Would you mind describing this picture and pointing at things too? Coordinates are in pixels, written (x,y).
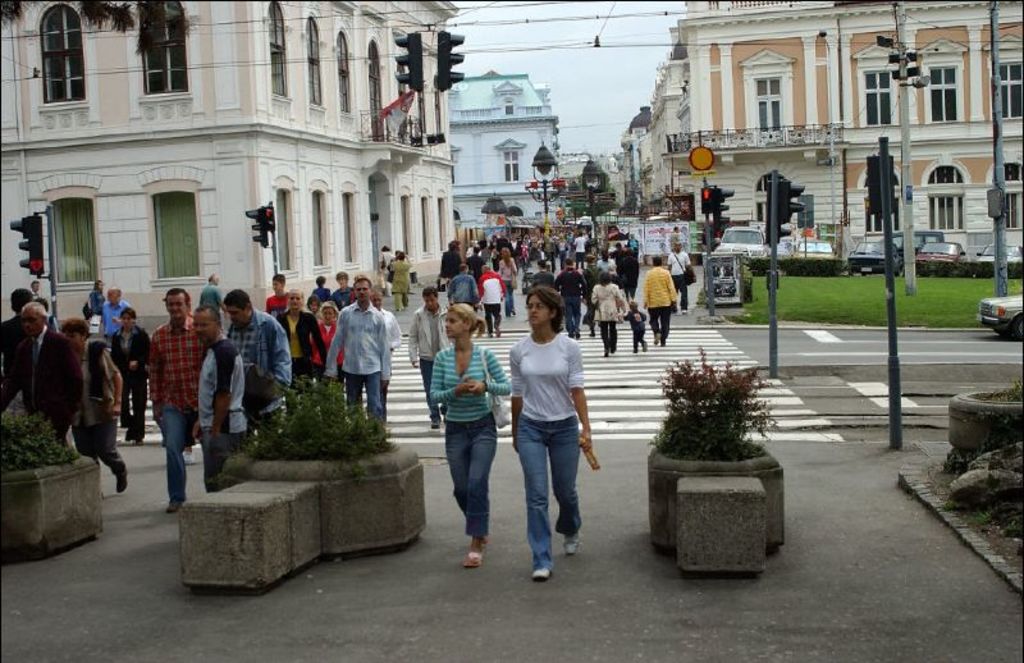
In this image there are so many people (464,289) walking on the road (640,450), there are a few vehicles (1007,320) moving on the road (977,336) and few are parked, there are trees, plants (694,425), grass (911,303), a few signal poles (891,302) and utility poles (914,270). In the background (916,136) there are buildings (941,125) and the sky (580,132).
